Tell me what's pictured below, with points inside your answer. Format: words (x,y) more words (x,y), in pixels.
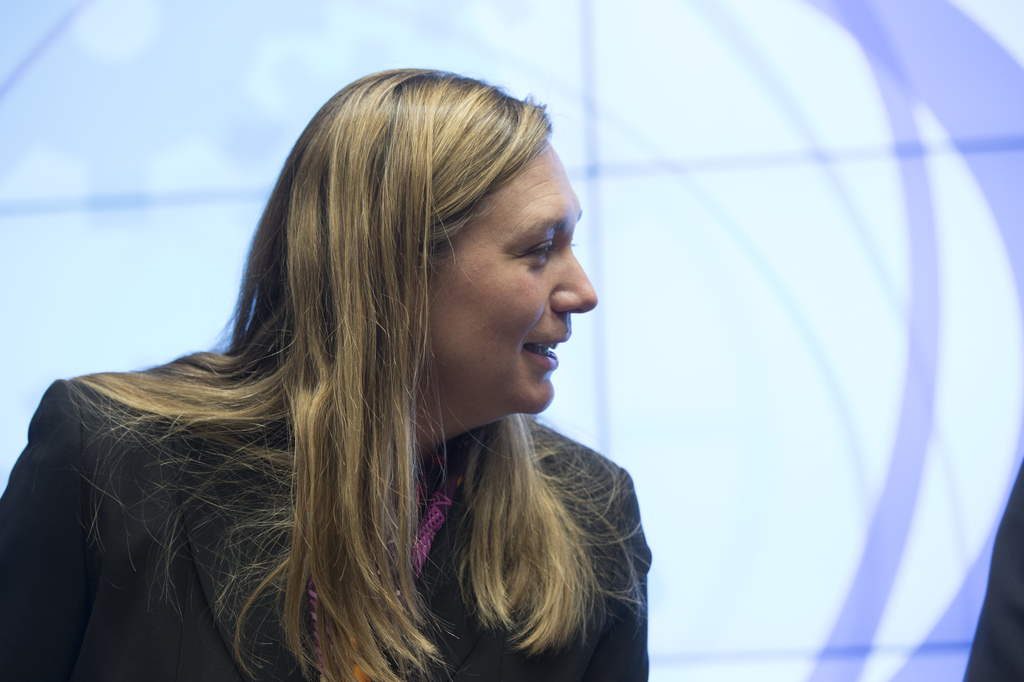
In this image I can see a woman (249,454) wearing a suit (121,533) and smiling by looking at the right side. The background (416,34) is in white color.
